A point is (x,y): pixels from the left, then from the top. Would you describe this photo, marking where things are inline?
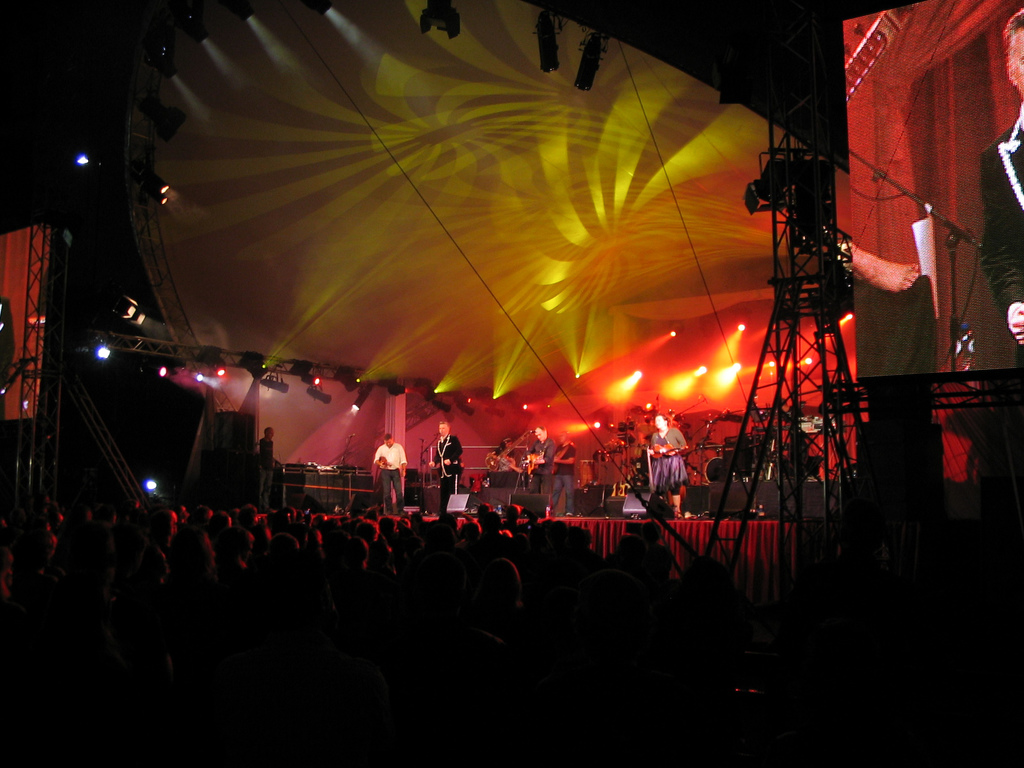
In this image I can see a stage (597,449), on the stage (589,427) I can see a group of people (543,430) performing and at the bottom (338,581) I can see a crowd (352,578) and at the top (433,208) I can see a colorful focus light (593,237) and I can see a stand (817,304) in the middle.
